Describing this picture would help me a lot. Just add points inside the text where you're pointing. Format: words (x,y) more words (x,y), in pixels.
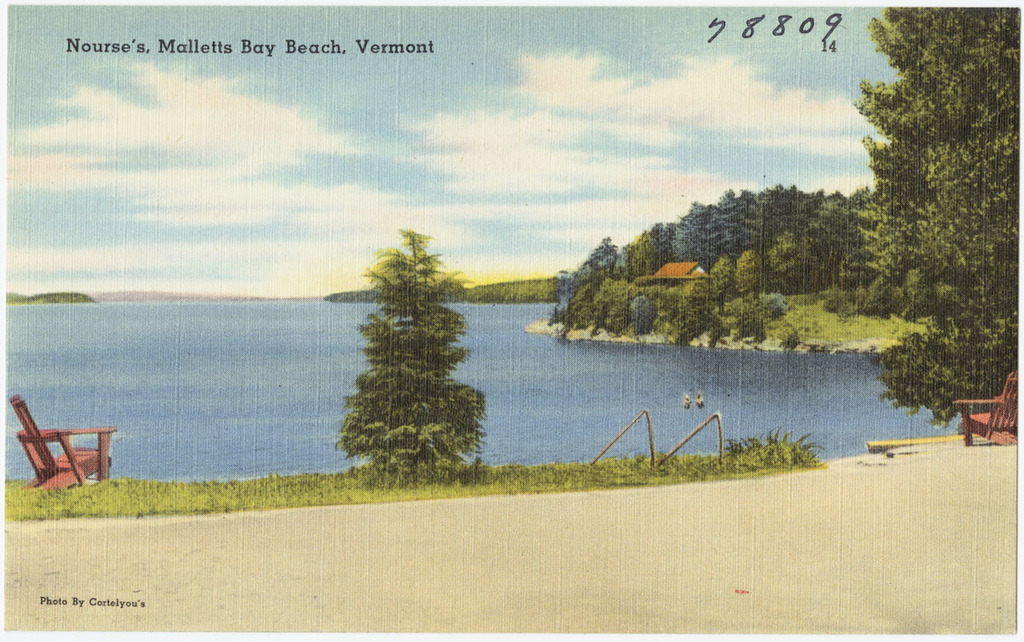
In this image I can see trees (731,299) in green color. Background (689,268) I can see a house (701,271) in brown color, water (242,332) in blue color and sky (308,126) in blue and white color.
